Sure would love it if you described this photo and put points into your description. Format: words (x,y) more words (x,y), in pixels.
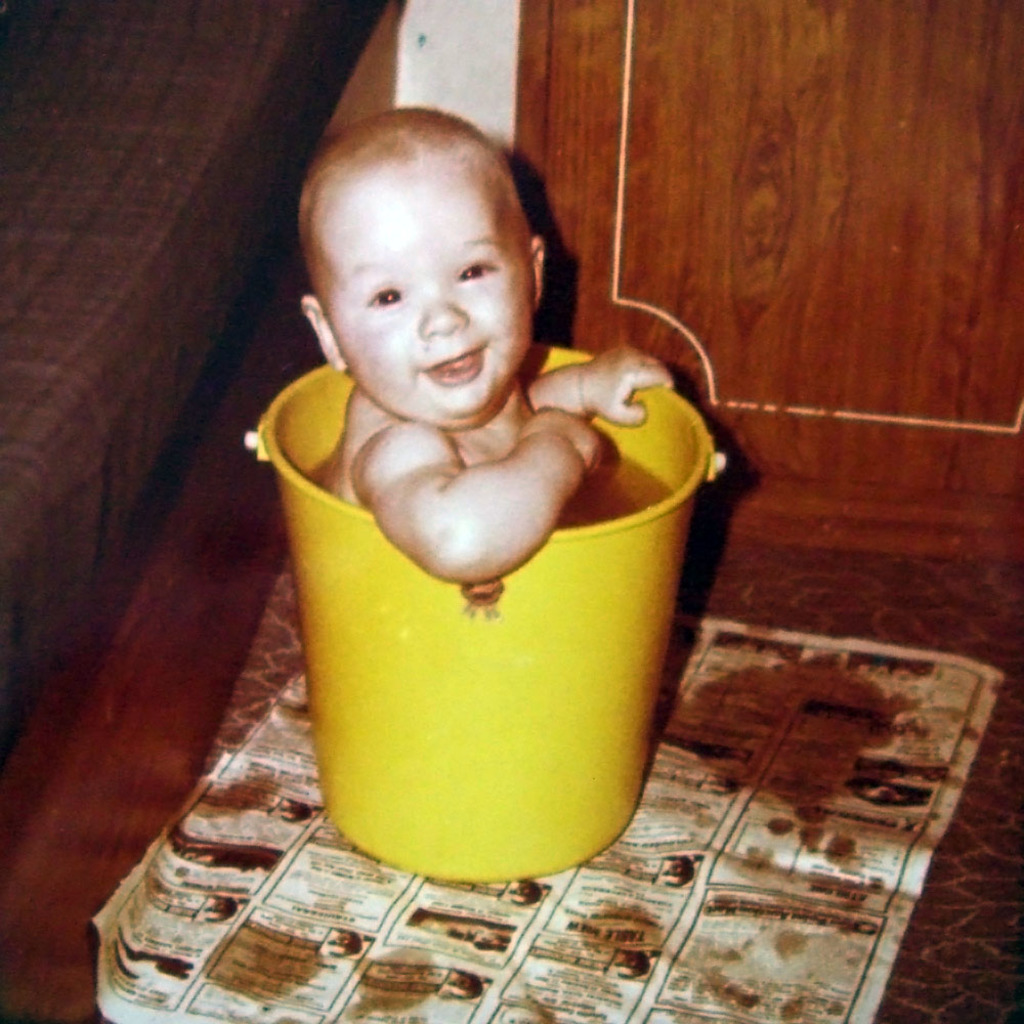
In this image in the foreground (458,486) there is one bucket (550,708), in that bucket (436,807) there is one baby (419,495) and on the floor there is one paper (700,677). In the background (95,310) there is one bed (70,339) and cupboard (628,306).
